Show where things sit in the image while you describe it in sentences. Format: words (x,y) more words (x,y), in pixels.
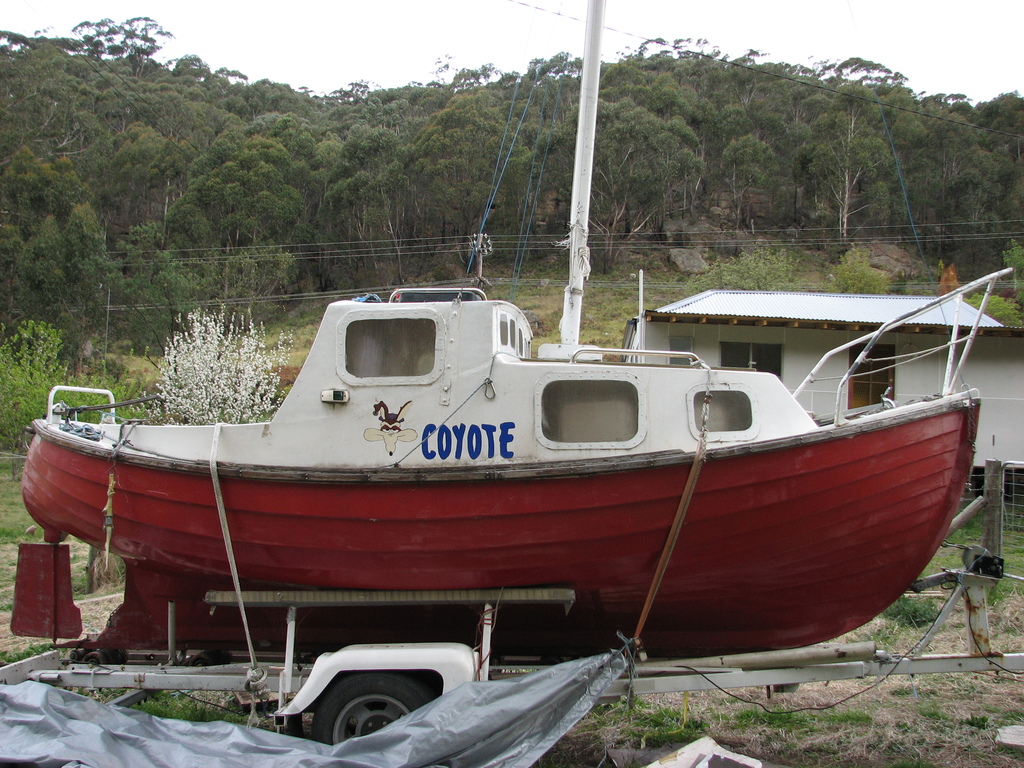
This image is taken outdoors. At the top of the image (372,35) there is the sky (317,35). At the bottom of the image (889,739) there is a ground (890,738) with grass (779,715) on it. There is a sheet (459,735) on the ground (578,728). In the background (232,215) there are many trees (234,292) and plants (666,248) with leaves (648,137), stems (801,148) and branches (866,268). There are few rocks (883,270). There is a pole (581,205) with wires (475,241). There is a house (846,351). In the middle of the image (569,356) there is a boat (398,369) on the ground (751,726).
